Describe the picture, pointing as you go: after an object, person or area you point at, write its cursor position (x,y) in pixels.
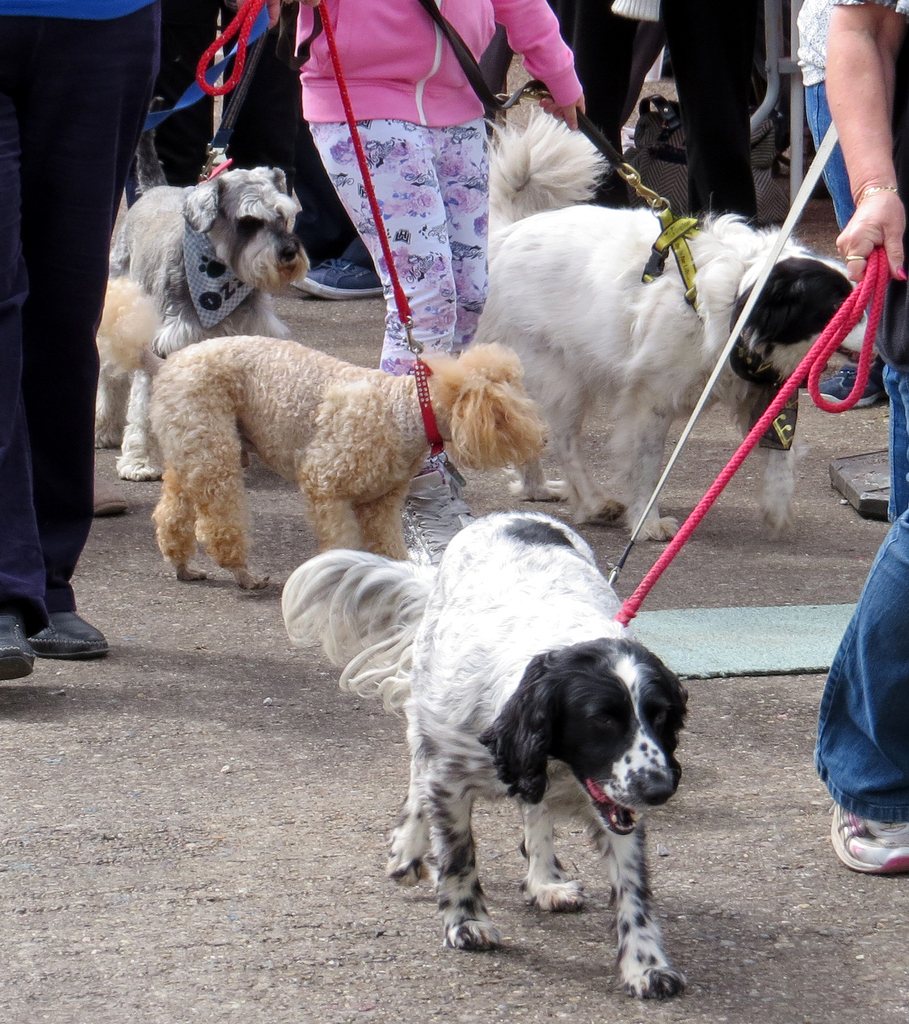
In this image I can see people (53,389) holding belts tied to the dogs (477,658).
